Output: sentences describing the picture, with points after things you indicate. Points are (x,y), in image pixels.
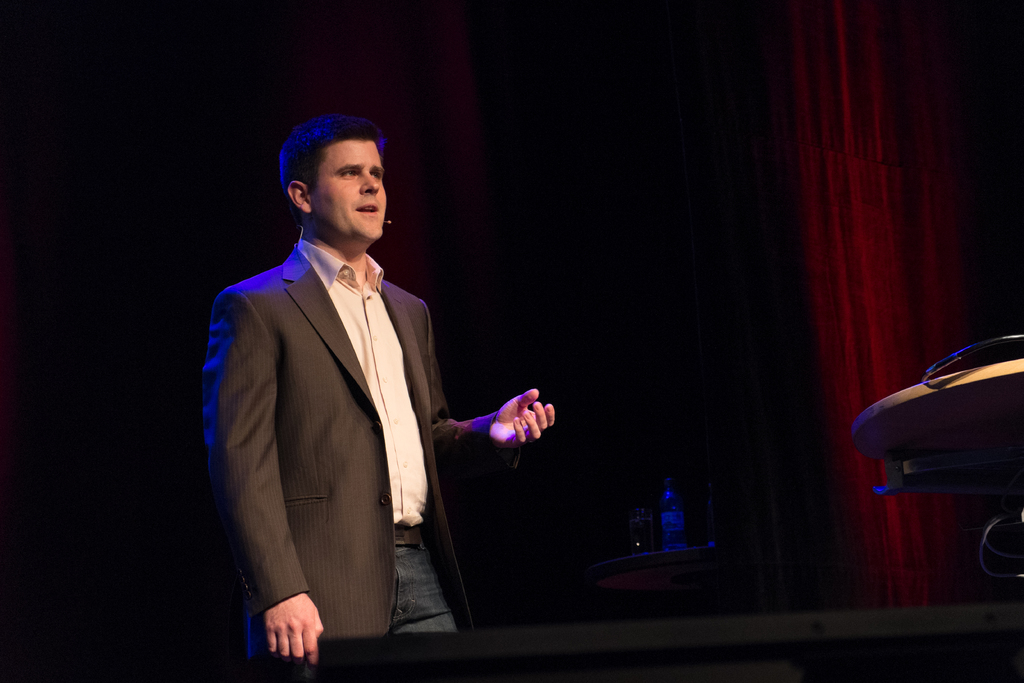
In this picture we can see a man (275,561) wore a blazer (345,350) and talking on mic (388,224), bottle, glass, red curtain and in the background (543,299) it is dark.
